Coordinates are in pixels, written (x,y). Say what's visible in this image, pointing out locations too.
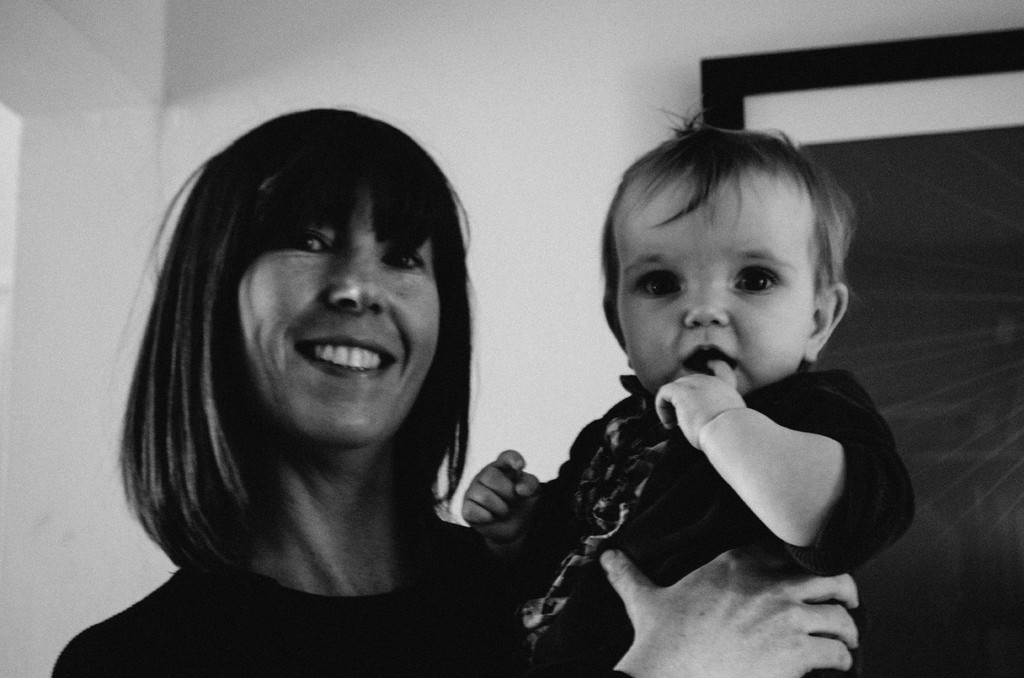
In this image we can see a lady (302,327) holding a baby (661,437). In the back (318,75) there is a wall (274,80) with an object (867,108). And this is a black and white image.
